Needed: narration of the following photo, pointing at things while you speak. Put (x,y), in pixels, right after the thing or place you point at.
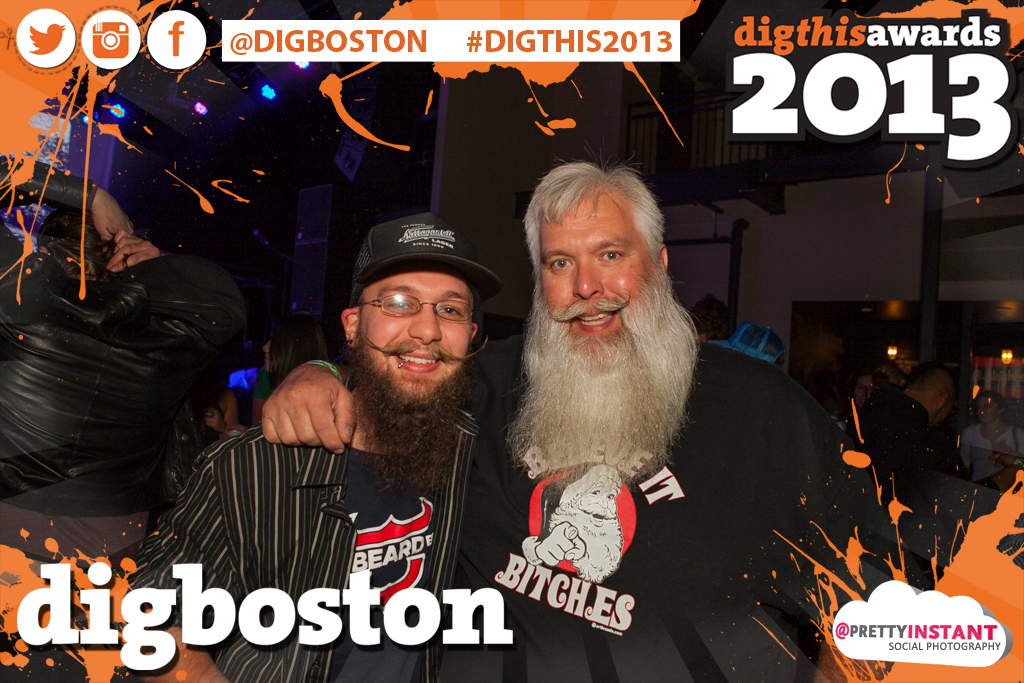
This is an edited image. We can see a group of people (397,502) standing and behind the people (408,301) there is a wall (886,239) and lights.
